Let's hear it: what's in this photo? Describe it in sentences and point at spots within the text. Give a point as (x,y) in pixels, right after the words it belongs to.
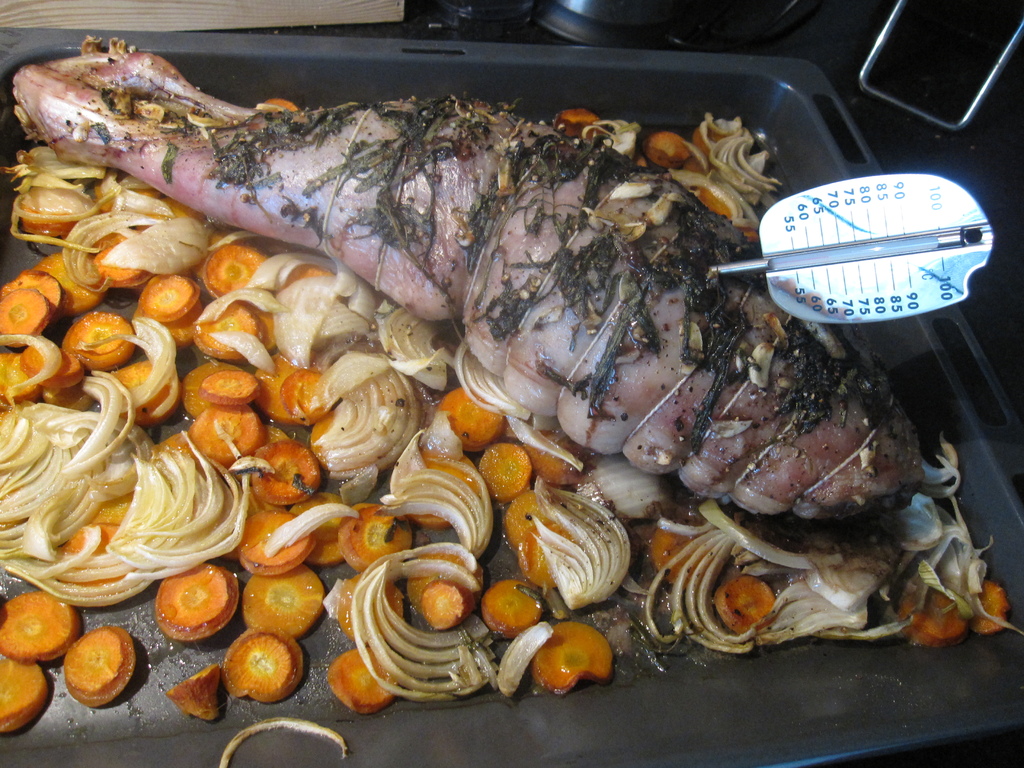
In this image we can find a food item (513,234) on the tray (360,41), there are some carrot and onion slices (333,497) on it, and we can display card (842,241) on the food item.
